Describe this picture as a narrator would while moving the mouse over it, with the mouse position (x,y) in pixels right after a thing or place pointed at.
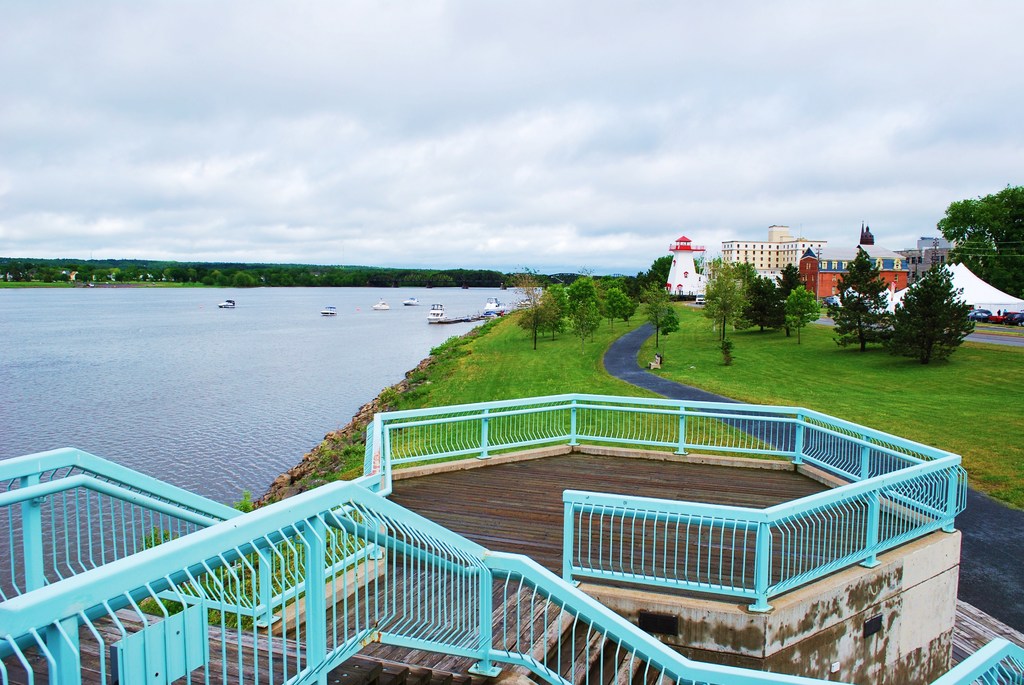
In this picture there is a blue color fence (340,510) and there is a road (667,386) which has trees (675,327) and greenery ground (669,337) on either sides of it and there are few buildings (814,265) in the right corner (837,258) and there are few ships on water (278,315) in the left corner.
